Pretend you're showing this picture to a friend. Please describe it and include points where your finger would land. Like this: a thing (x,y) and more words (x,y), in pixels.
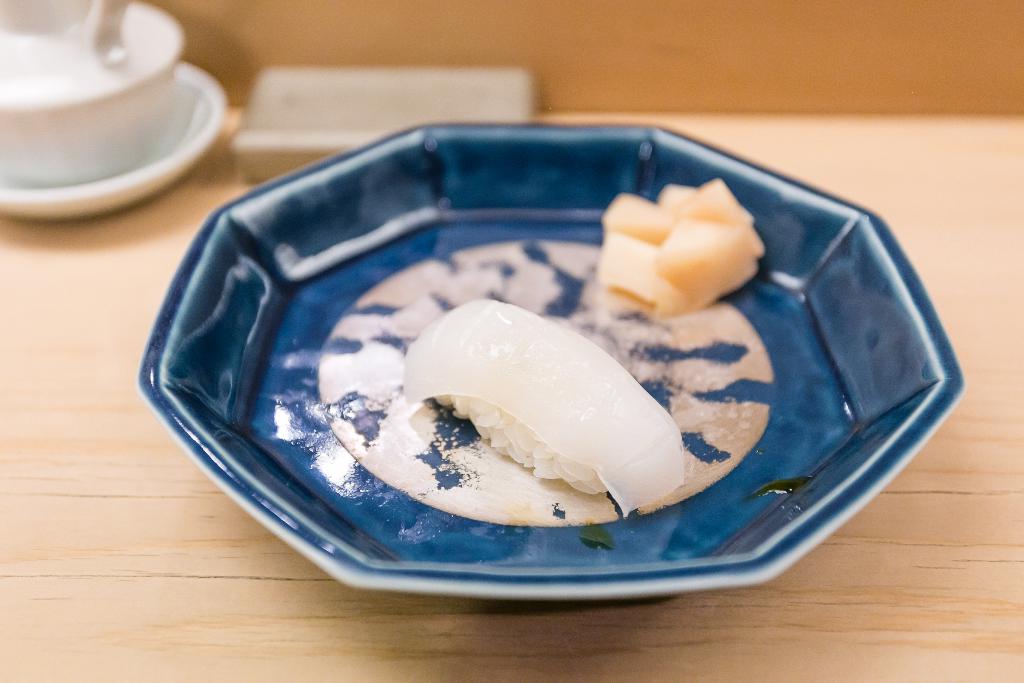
In this image we can see some food (533,400) in a plate (486,507) which is placed on the table (163,559). We can also see a cup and a saucer (112,180) beside it.
